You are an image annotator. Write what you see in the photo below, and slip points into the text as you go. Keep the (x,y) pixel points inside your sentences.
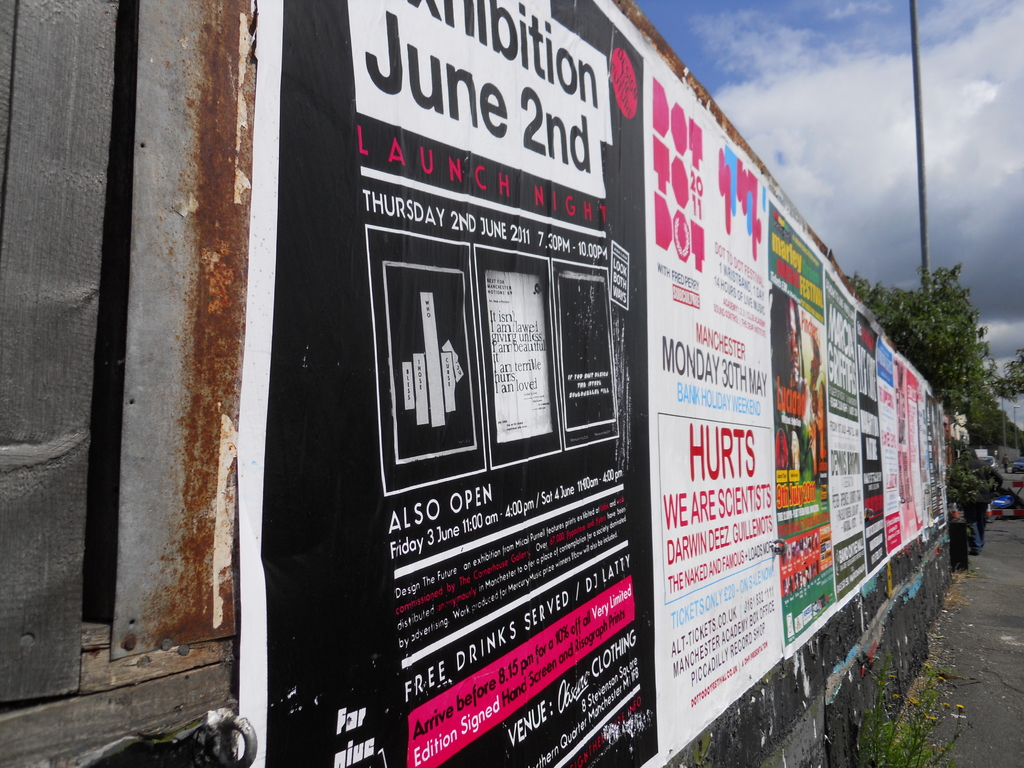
In this image we can see a wall (243,298) with posters (703,443) on it, trees (976,416), pole (926,270), sky (897,136) and clouds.
